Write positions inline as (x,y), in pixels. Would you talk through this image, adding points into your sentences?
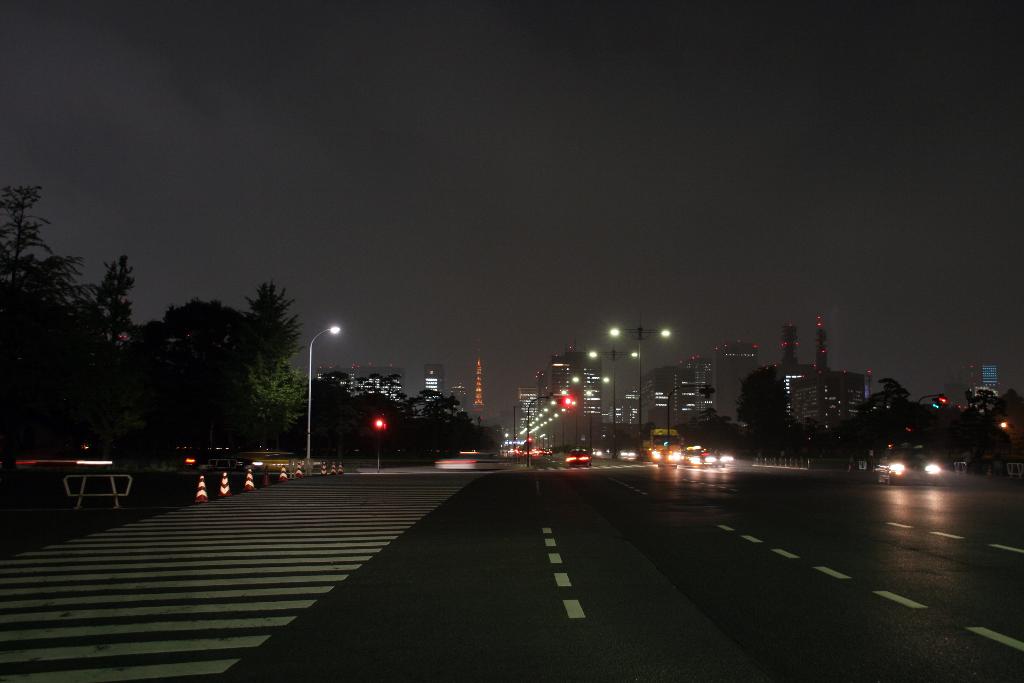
In the image in the center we can see few vehicles (461,456) on the road (595,555). In the background (640,182) we can see the sky (702,215), trees (104,385), poles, lights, sign boards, grass (156,467), traffic lights (703,388) etc.
